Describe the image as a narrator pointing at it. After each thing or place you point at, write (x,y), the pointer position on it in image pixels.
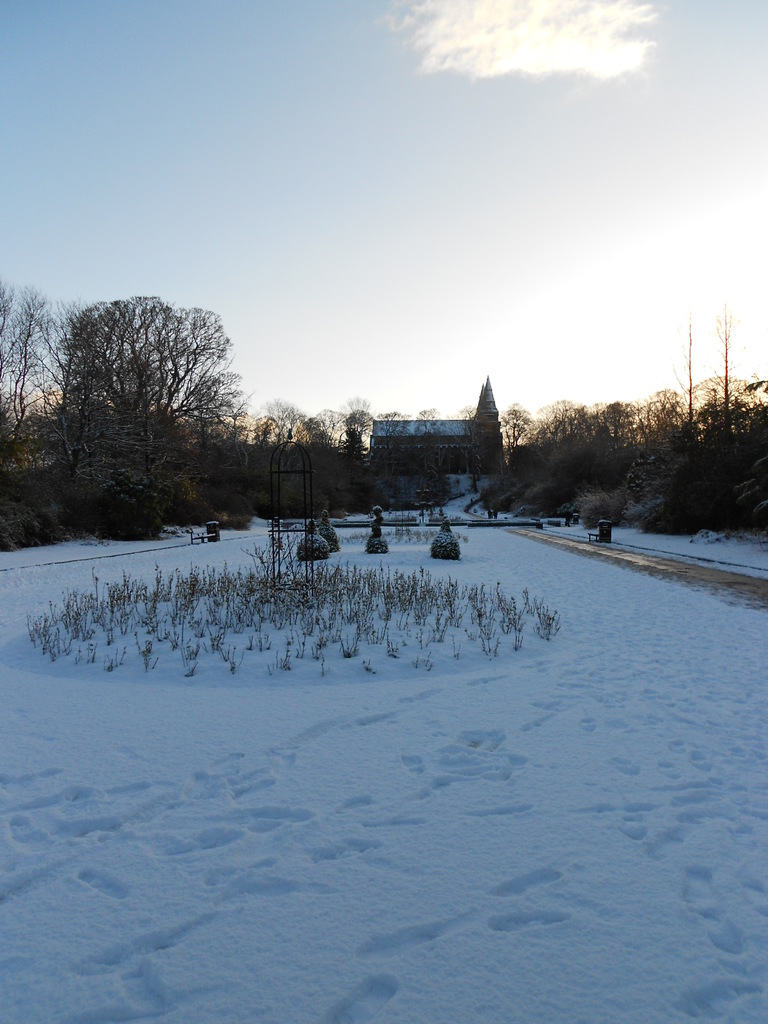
In the foreground of the picture (340,701) there are plants (463,597) and snow (239,640). In the center of the picture (359,441) there are trees (353,495), plants (330,529) and a house (447,435). At the top (364,202) it is sky (364,202).
